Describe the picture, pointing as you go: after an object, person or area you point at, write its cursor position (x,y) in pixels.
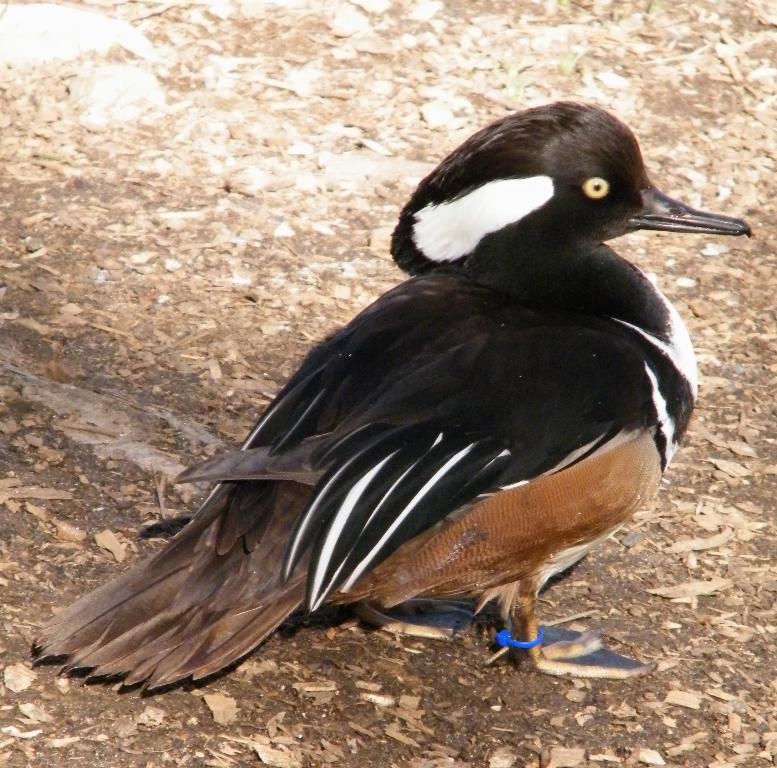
In this image there is a bird (450,535) standing on the ground (621,723). There is a tag (517,641) around its leg (535,647). There are dried leaves (259,745) on the ground (114,307).
